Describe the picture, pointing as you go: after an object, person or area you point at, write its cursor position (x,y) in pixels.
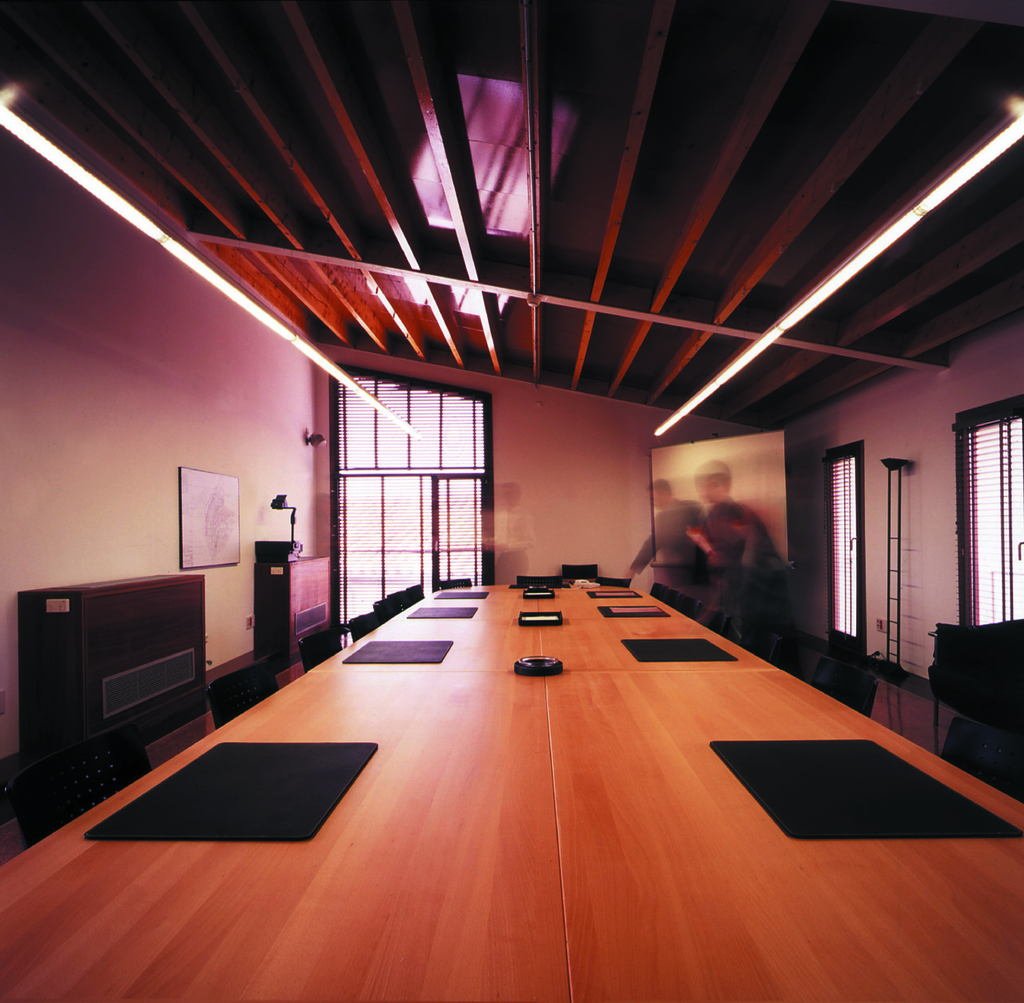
In the picture there is a room (492,428), in the room (492,428) there is a table (338,861), on the table (103,884) there are some mat type items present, there are glass windows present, there are lights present on the roof (603,280), there are blur images (771,585) of people (760,575) present, on the wall (124,310) there is a frame (225,521), there may be cupboards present near the wall (20,483).
